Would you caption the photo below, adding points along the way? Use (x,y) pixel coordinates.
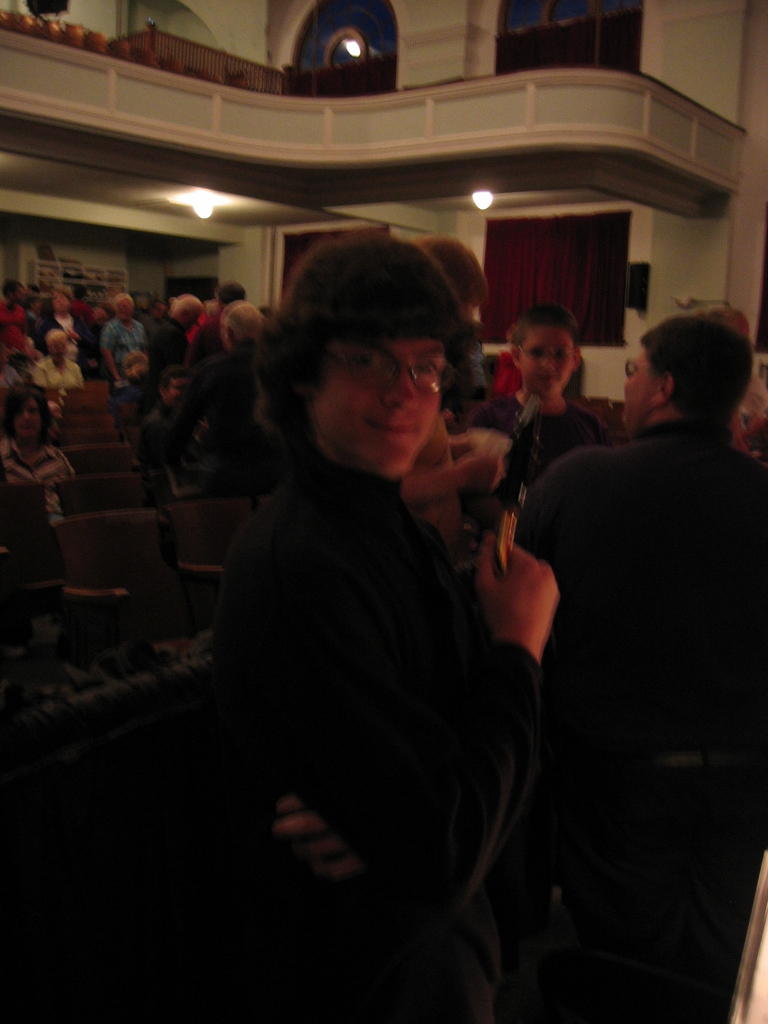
In this picture there are group of persons (211,422) sitting and standing. The man (421,605) is the center is standing as smiling. In the background (506,243) there are windows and there are curtains (622,295), there are lights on the top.
